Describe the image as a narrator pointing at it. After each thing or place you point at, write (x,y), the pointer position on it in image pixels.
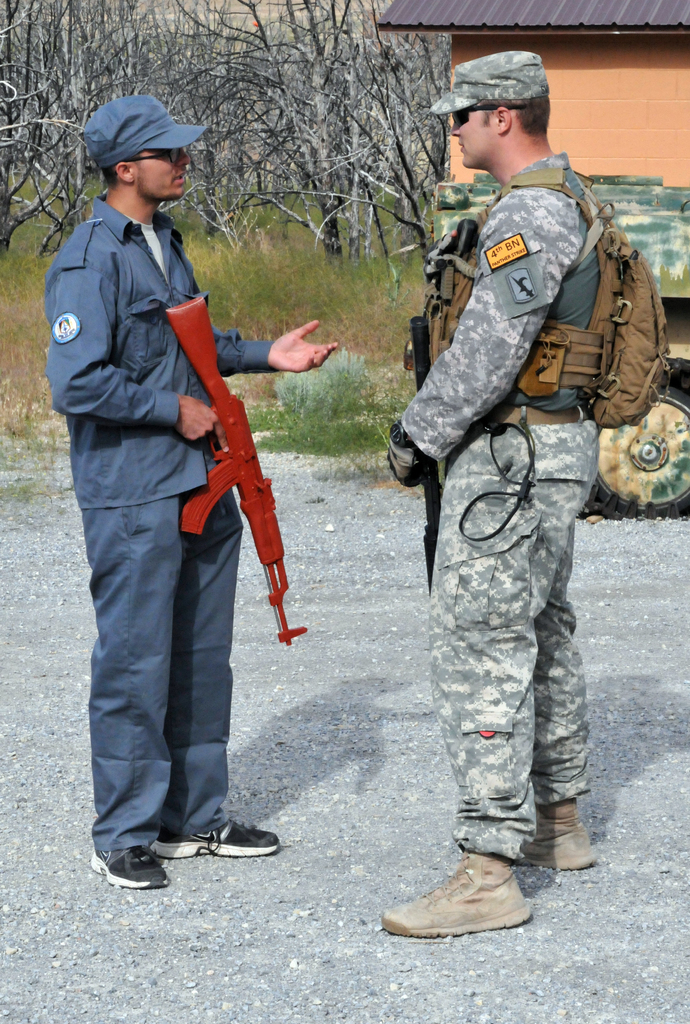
Here, at the right side (508,517) there is a man (535,263) standing and he is carrying a bag (658,317), at the left side (119,636) there is a man (86,480) standing and he is holding a red color gun (278,548), at the background (646,57) there is a house (571,27) and there are some trees (220,109).
